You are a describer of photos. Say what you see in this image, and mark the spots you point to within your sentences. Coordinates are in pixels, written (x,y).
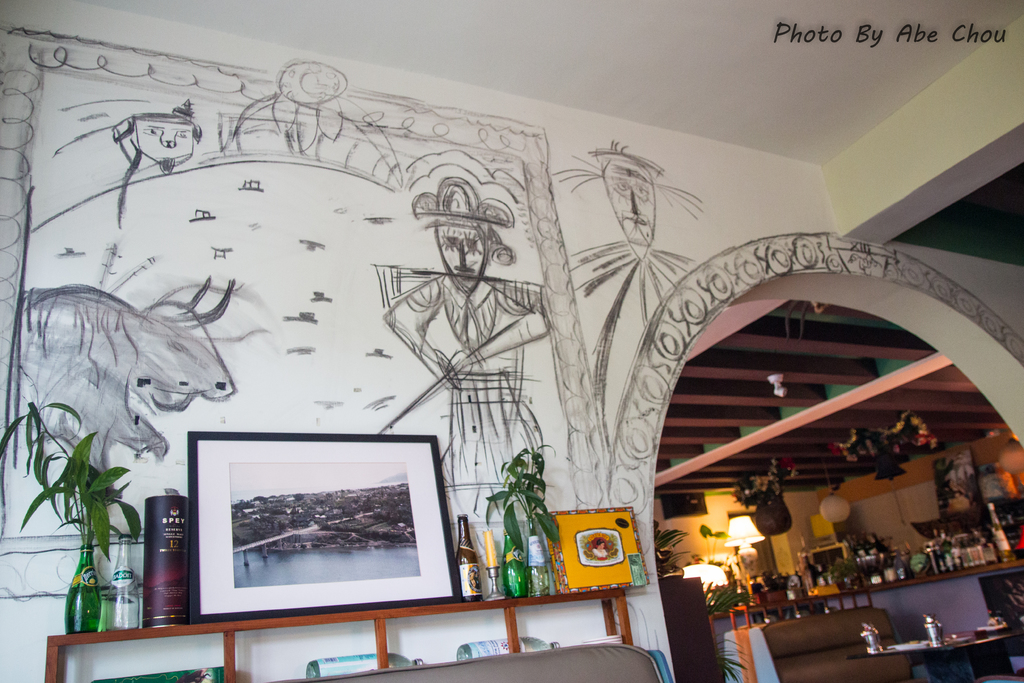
in the room (305,251) there are many things (491,571) on the wall (424,267) there was a design (188,356) near to the wall (214,389) there was table (127,633) on the table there was many things (308,520).
